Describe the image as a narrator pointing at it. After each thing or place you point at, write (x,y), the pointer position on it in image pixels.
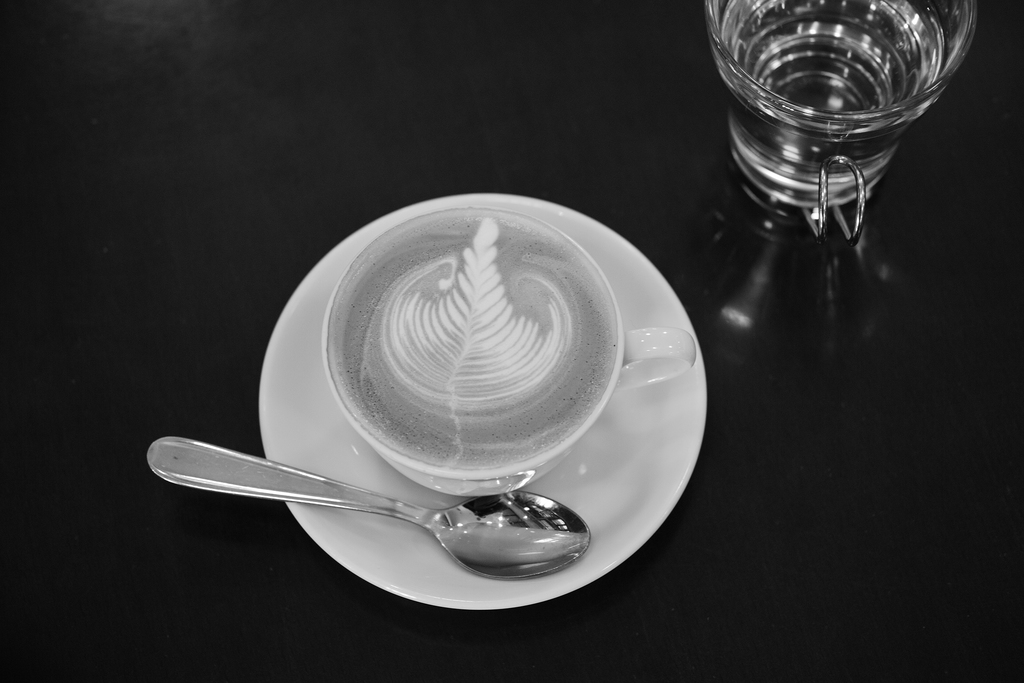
In the picture I can see a glass (775,91), a cup (494,415) and a spoon (466,523) on a white color saucer (426,497). These objects (390,475) are on a black color surface (514,121).
